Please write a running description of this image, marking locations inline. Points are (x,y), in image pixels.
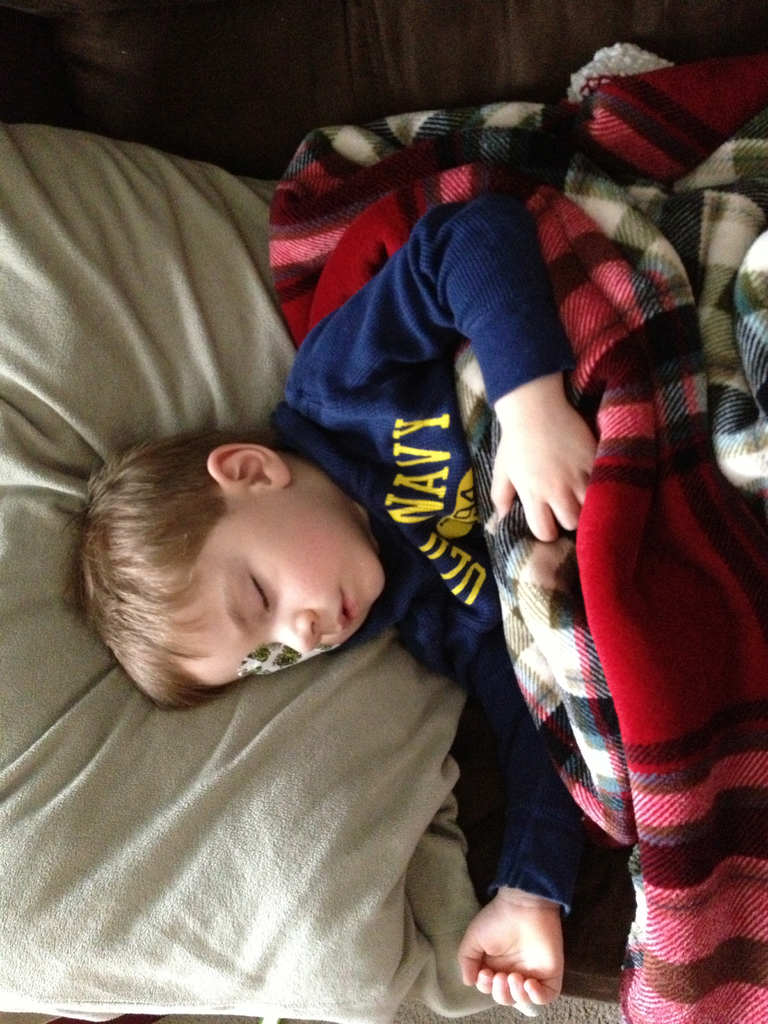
In the image there is a boy (317,462) and there is a blanket (648,657) on the boy (200,601).
